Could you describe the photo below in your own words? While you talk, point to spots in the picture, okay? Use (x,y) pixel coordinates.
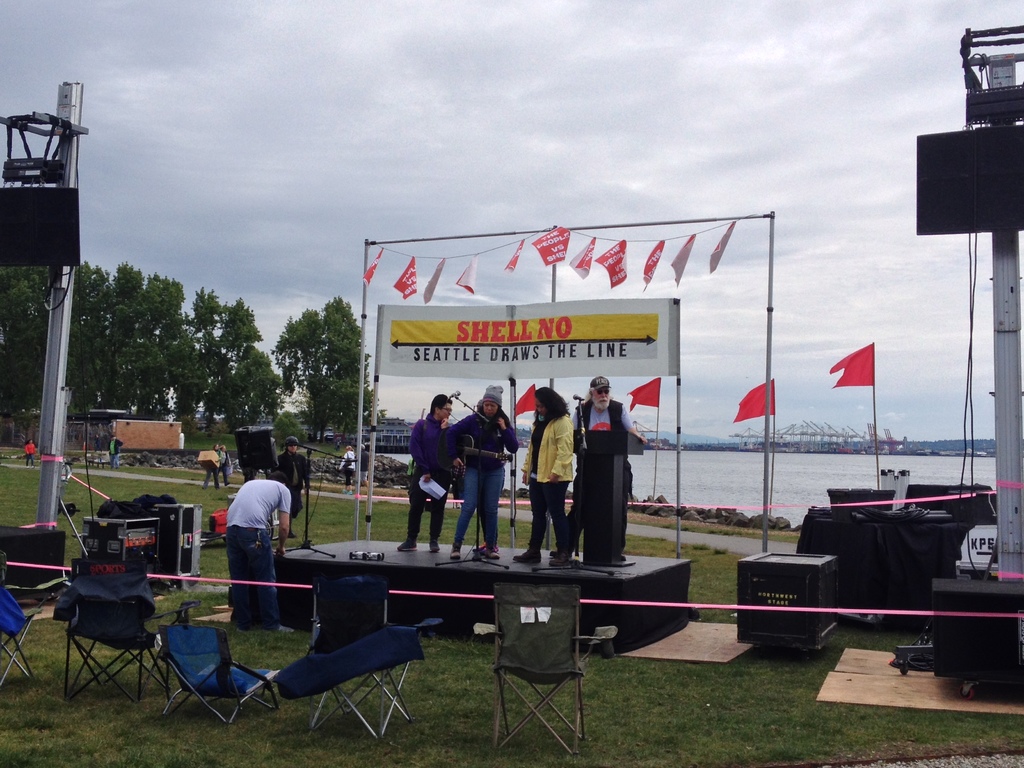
In this image I can see an open grass ground (441,738) and on it I can see few black colour things (974,627), few chairs (343,684), number of poles (45,474), few flags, a stage (342,557) in the centre (546,501) and on it I can see few people (424,464) are standing. I can also see few mics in the front of them. In the background (810,493) I can see water (823,466), number of trees (328,312), few more people (295,445), clouds (104,265) and the sky (528,129).
